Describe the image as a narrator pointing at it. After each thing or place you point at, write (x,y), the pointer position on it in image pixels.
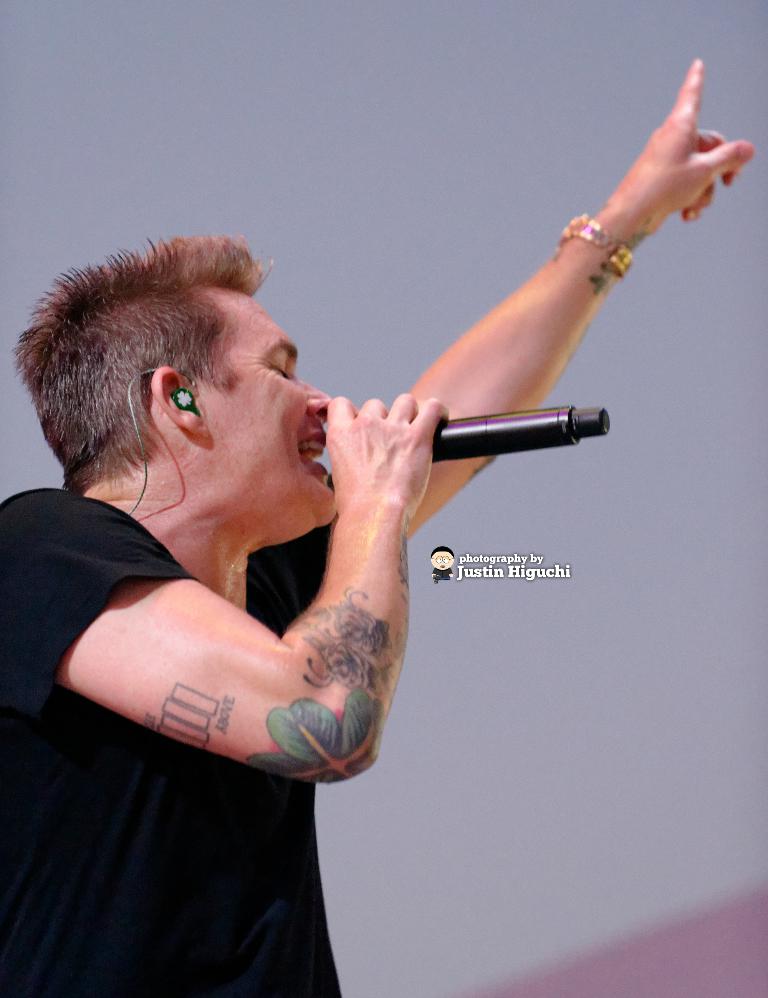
In this picture we can see man (106,608) holding mic (467,456) in one hand (348,419) and singing and this is a poster (433,335).
